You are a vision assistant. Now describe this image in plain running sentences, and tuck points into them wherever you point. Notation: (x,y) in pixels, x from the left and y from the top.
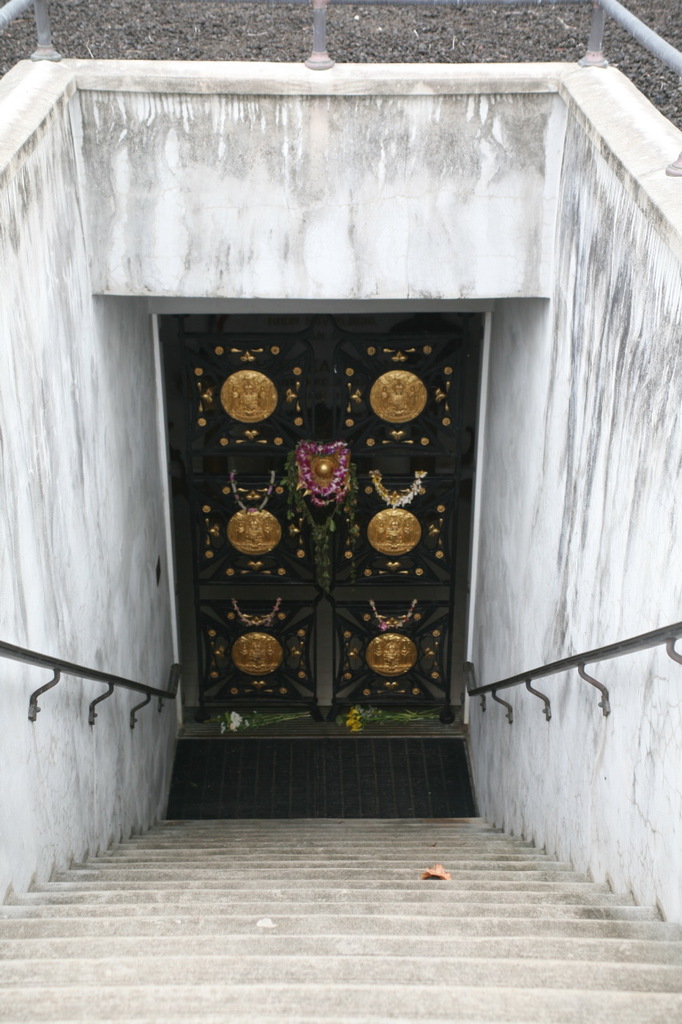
Here we can see a door (400,434) and this is mat (356,799). And there is a wall (24,353).
